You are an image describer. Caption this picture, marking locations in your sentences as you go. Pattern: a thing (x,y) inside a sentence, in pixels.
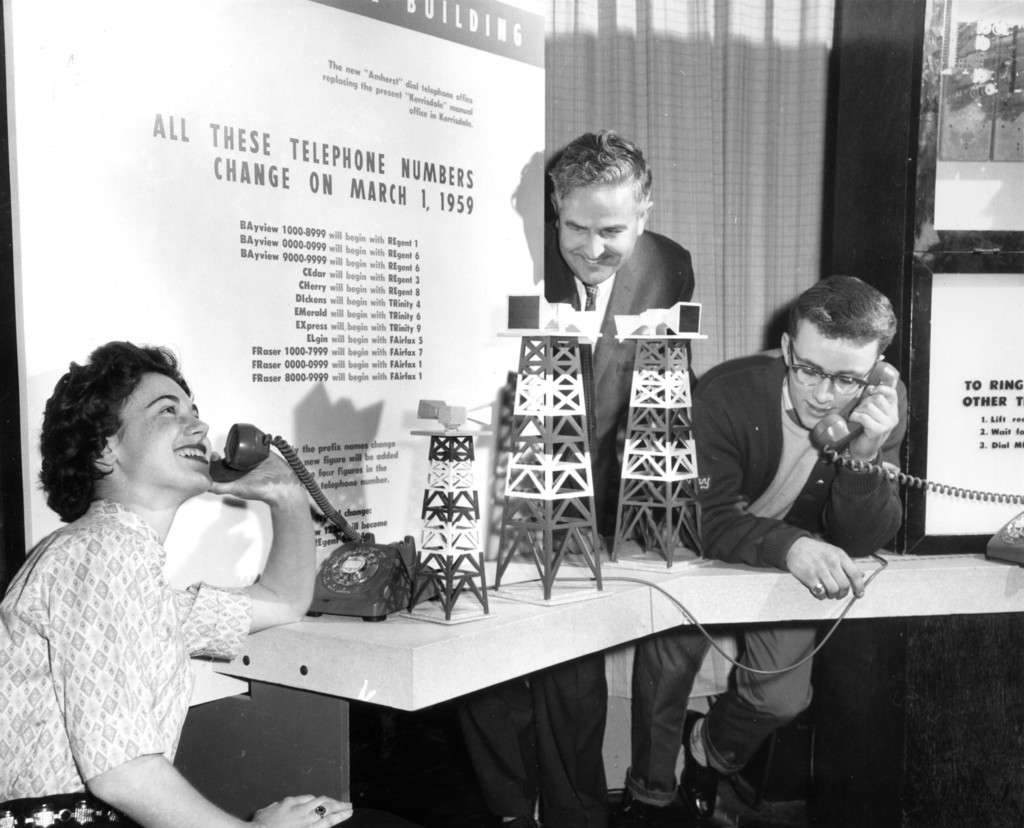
In this image we can see two people (762,475) talking on the telephone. In the center (667,281) there is a man (609,524) standing. At the bottom (642,631) there is a table (586,627) and we can see decors (469,573) and telephones (371,605) placed on the table (604,649). In the background (310,266) there are boards (480,170) and a curtain (733,201).
